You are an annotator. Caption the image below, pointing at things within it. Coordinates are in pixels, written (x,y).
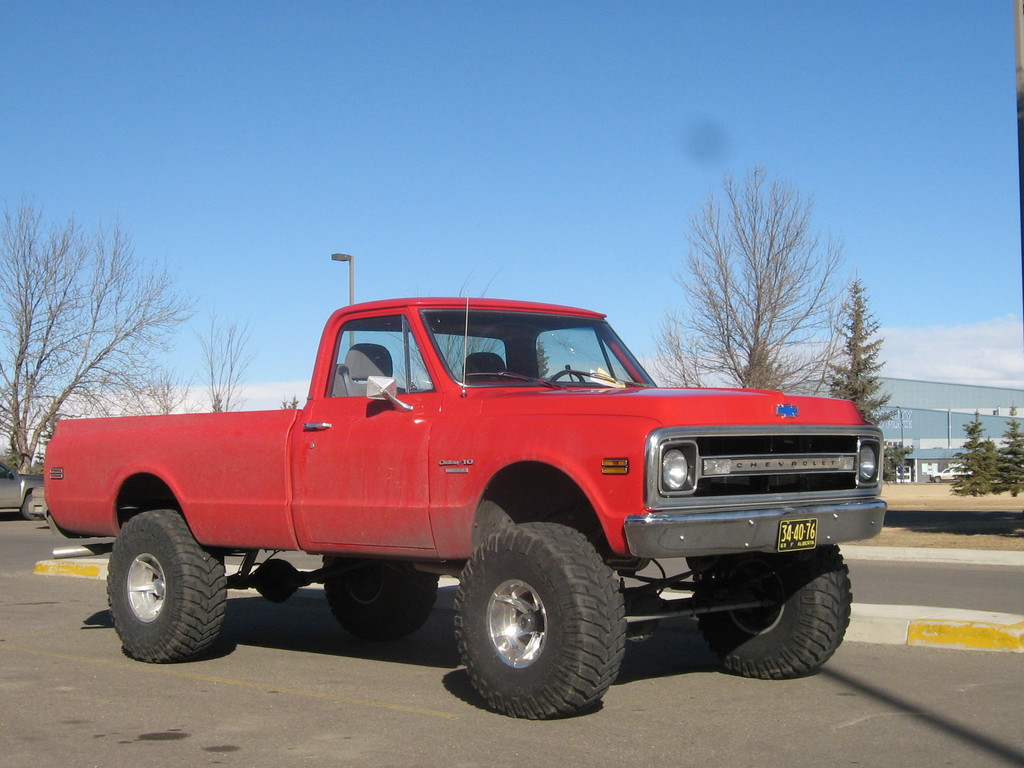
In this image there are few vehicles (461,423), a building (928,413), streetlight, few trees (1011,489) and the sky (436,161).
